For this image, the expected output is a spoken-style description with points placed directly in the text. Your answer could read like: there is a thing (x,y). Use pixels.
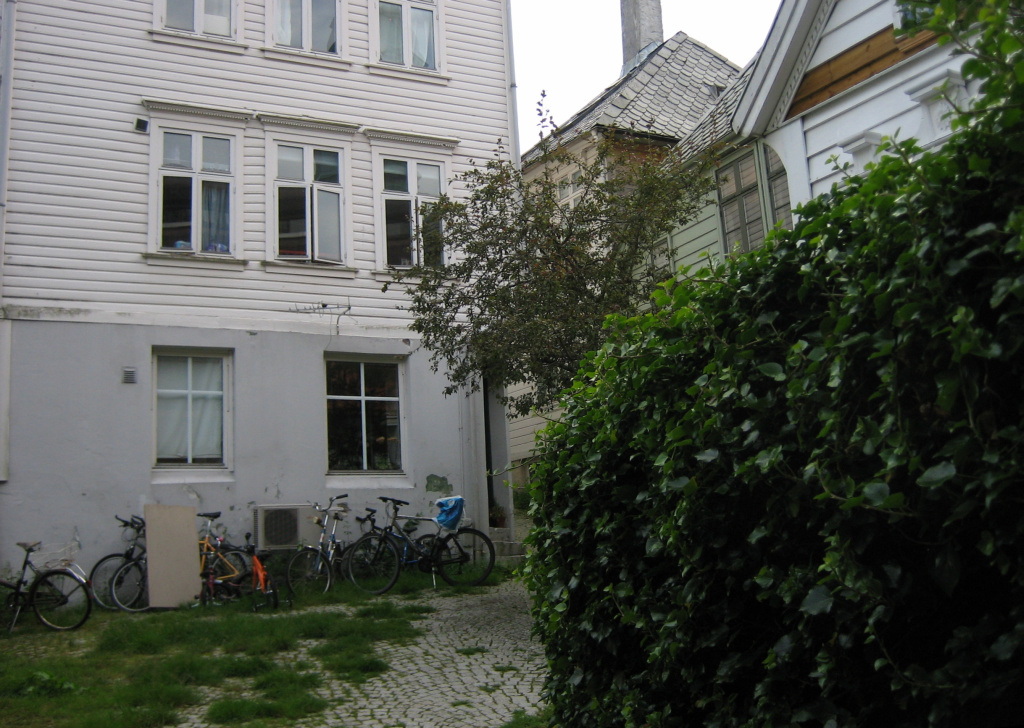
In this image in the foreground (710,414) there is a plant (992,406) and on the left side (281,603) there are some bicycle (458,583) and near the bicycle (458,583) there is a house (305,496) and background (584,61) is the sky (567,88).
